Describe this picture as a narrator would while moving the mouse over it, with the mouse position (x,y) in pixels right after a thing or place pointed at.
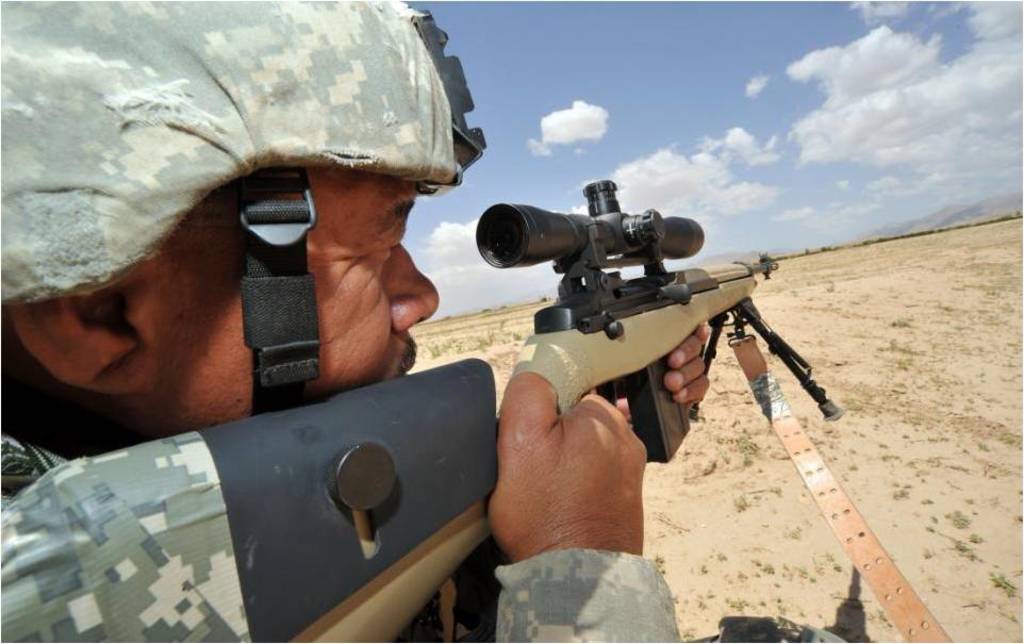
In this image I can see the person (229,275) wearing the military uniform (513,601) and holding the weapon (589,249). To the side I can see small plants (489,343) on the ground (462,359). In the background (616,126) I can see the clouds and the sky (714,70).
